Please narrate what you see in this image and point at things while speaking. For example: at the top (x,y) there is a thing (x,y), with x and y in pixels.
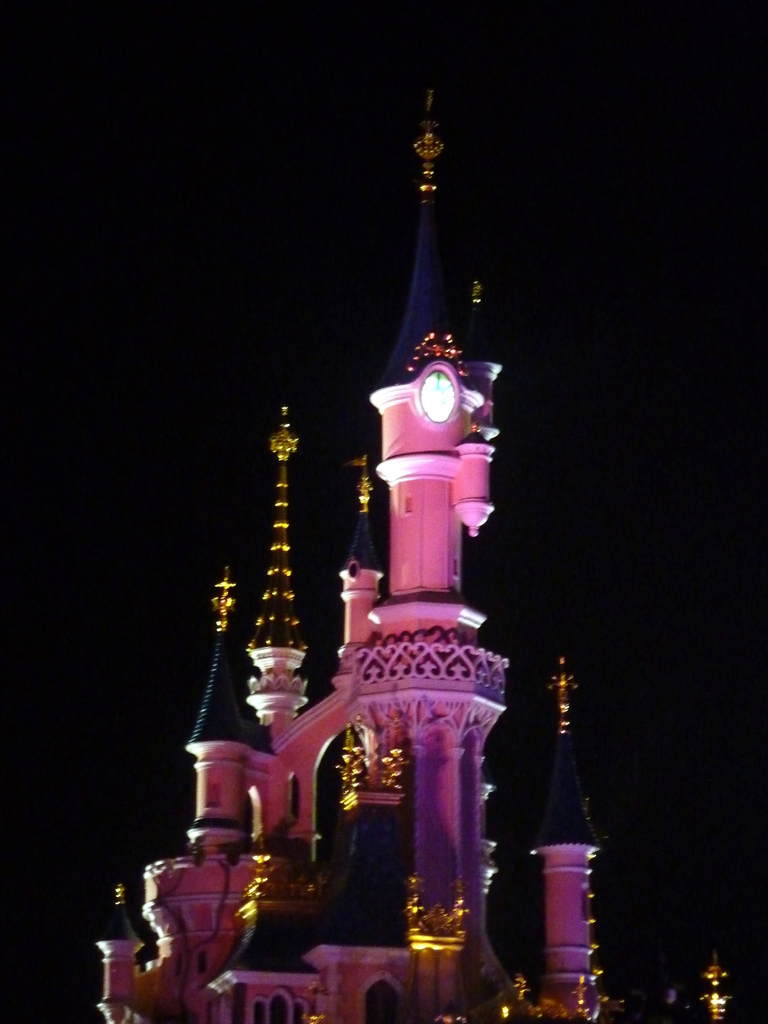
This picture is clicked outside. In the center (494,373) we can see an object (428,788) which seems to be the mansion (569,909) and we can see the spire (431,301) and some other objects (444,916).
